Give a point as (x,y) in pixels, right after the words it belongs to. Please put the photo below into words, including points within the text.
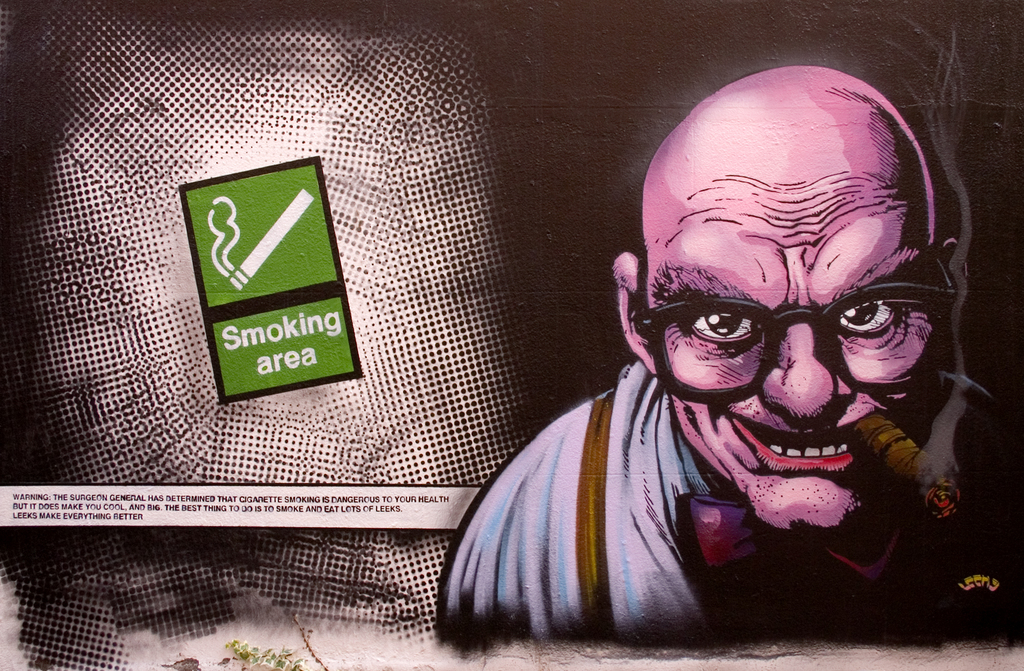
In the image we can see an animated picture (634,506) of a person (639,492), wearing clothes (646,491), spectacles (765,320) and holding an object (911,468) in his mouth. There is a text (275,342) and a symbol (263,247) of cigarette (254,252).
